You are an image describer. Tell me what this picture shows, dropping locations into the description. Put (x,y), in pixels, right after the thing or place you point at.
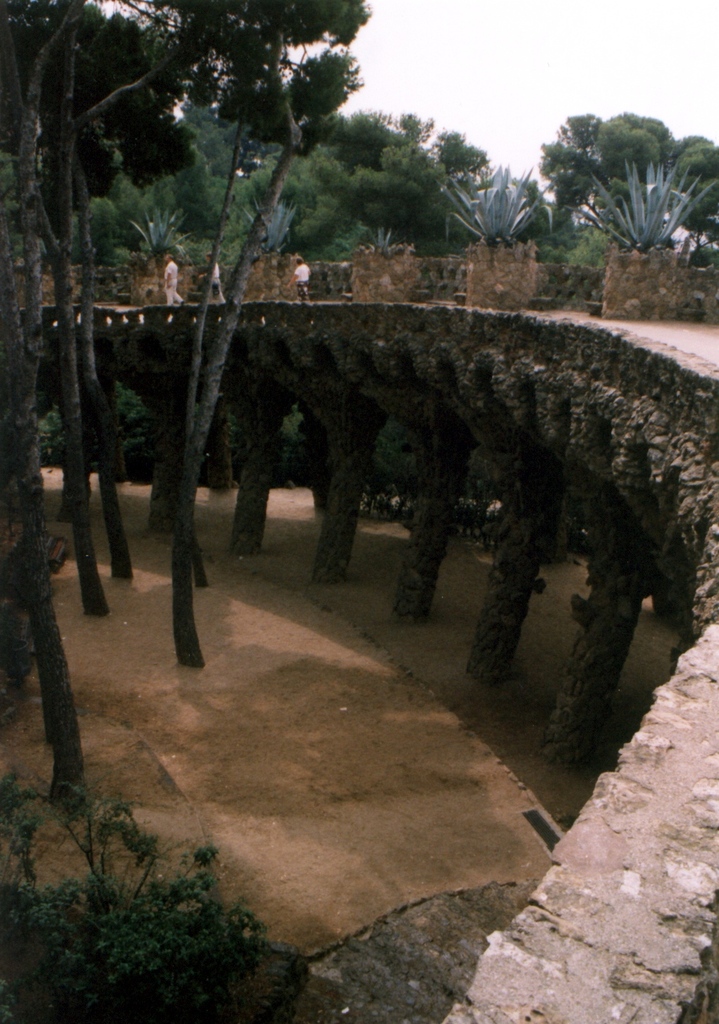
In this image I can see a bridge (348,310) on the right side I can see a person (220,292) and around the bridge (329,275) I can see trees (217,88) and at the top (496,44) I can see the sky (440,50), in the bottom left (33,824) I can see plant (135,917).
